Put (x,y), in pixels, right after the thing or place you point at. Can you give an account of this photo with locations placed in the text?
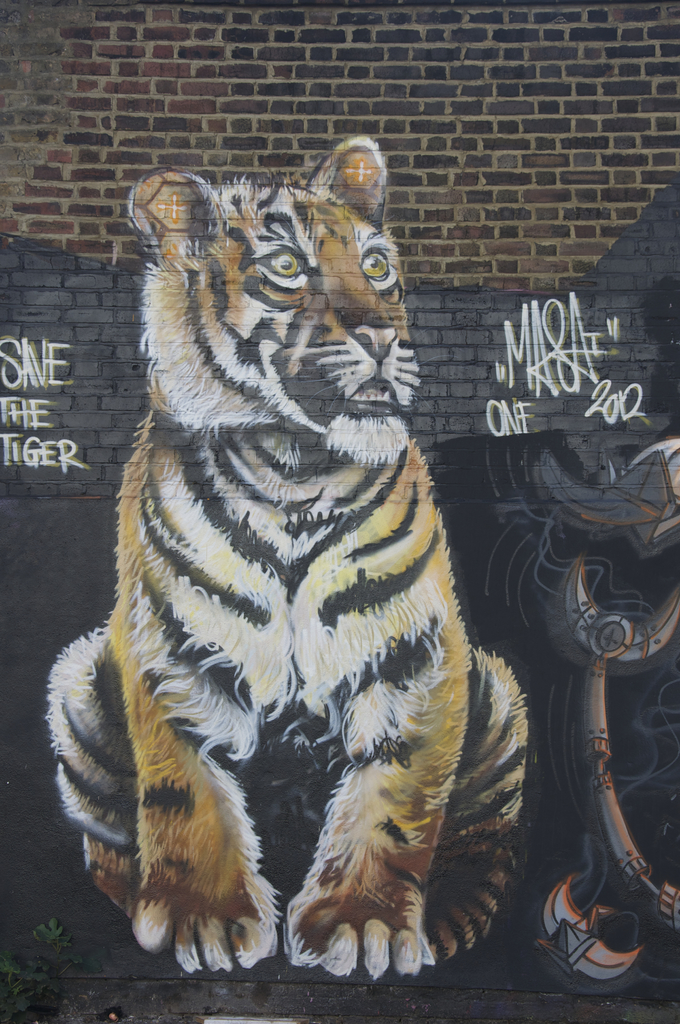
This is the picture of a wall (252,579). In this image there is a painting (212,473) of a tiger (234,893) and object (614,842) and there is a text (22,383) on the wall (111,430). In the bottom left (6,1002) there is a plant (6,1002).
